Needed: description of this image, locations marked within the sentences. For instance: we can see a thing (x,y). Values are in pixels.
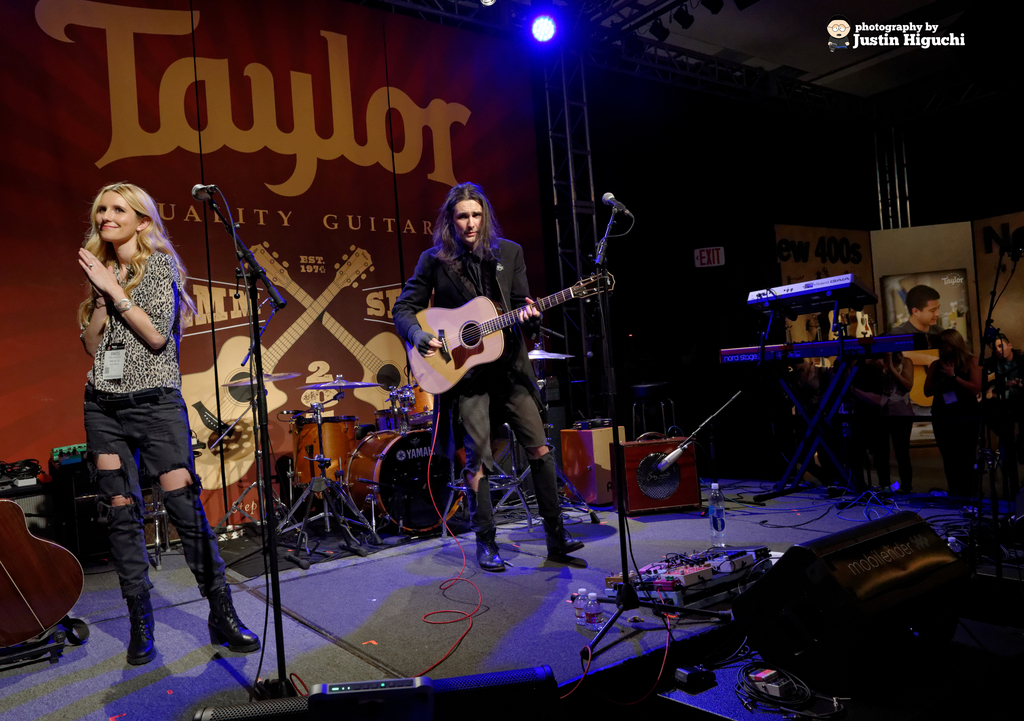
In the image we can see there is a man (480,425) who is standing and holding guitar (486,333) in his hand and beside there is a woman (179,307) who is standing and in front of her there is a mic (207,195) with a stand (255,310).
